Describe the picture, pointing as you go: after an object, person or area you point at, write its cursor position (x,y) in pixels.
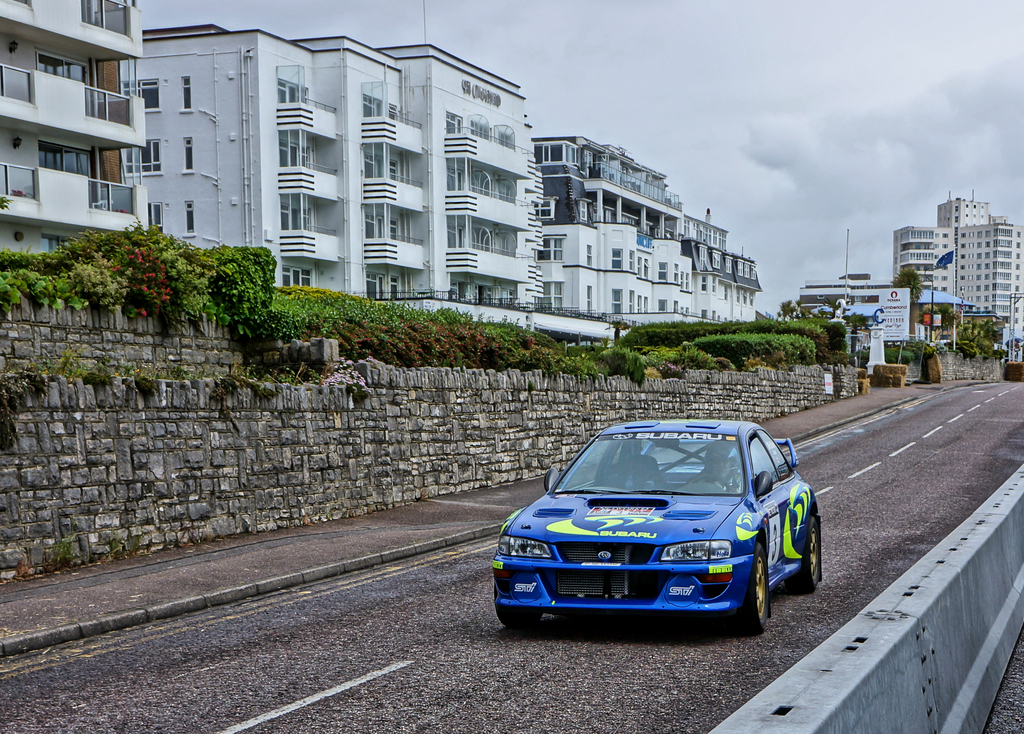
As we can see in the image there are rocks (393,420), buildings (468,294), plants (270,319), trees (947,312), banner (905,322), blue color car (773,503), sky (800,65) and clouds (843,118).
